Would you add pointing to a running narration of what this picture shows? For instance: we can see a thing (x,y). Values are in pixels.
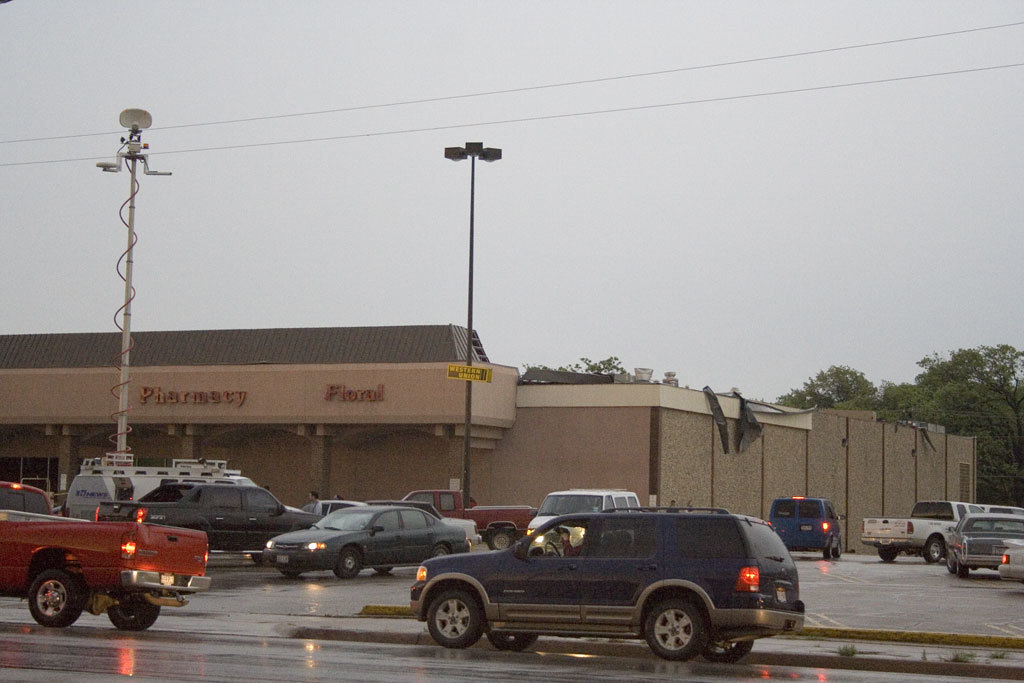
In this image we can see some vehicles (456,500) on the road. On the backside (469,342) we can see a street light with a pole (472,257), wires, building (584,445) with a roof (473,351), trees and the sky (944,280) which looks cloudy.
